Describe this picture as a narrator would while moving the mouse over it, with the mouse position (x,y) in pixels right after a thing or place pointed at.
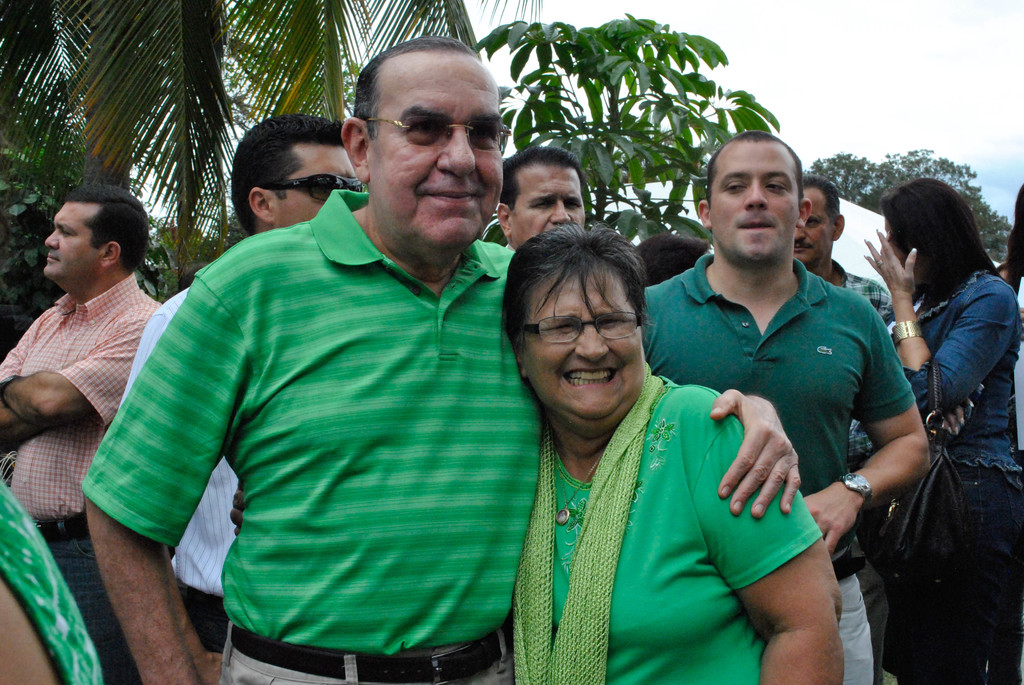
This image consists of many people (533,603). In the front (361,577), we can see a woman (685,625) and a man (407,402) wearing green color dresses (400,522). In the background (516,34), there are plants (700,57). At the top (769,28), there is sky (772,37). And we can see a coconut tree (162,49).
